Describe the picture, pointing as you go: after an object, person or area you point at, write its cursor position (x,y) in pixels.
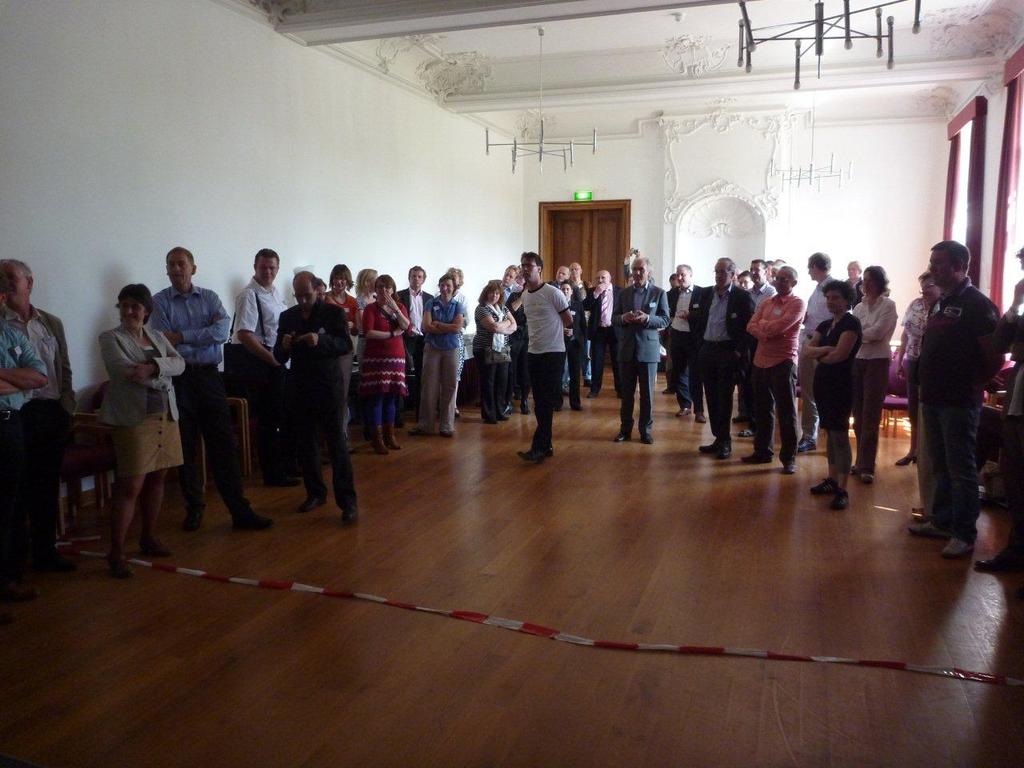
In this picture I can see group of people (958,314) standing, there are chairs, there are chandeliers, there are windows (1020,236) with curtains (994,269), there is a door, and in the background (734,202) there is a wall (705,203).
